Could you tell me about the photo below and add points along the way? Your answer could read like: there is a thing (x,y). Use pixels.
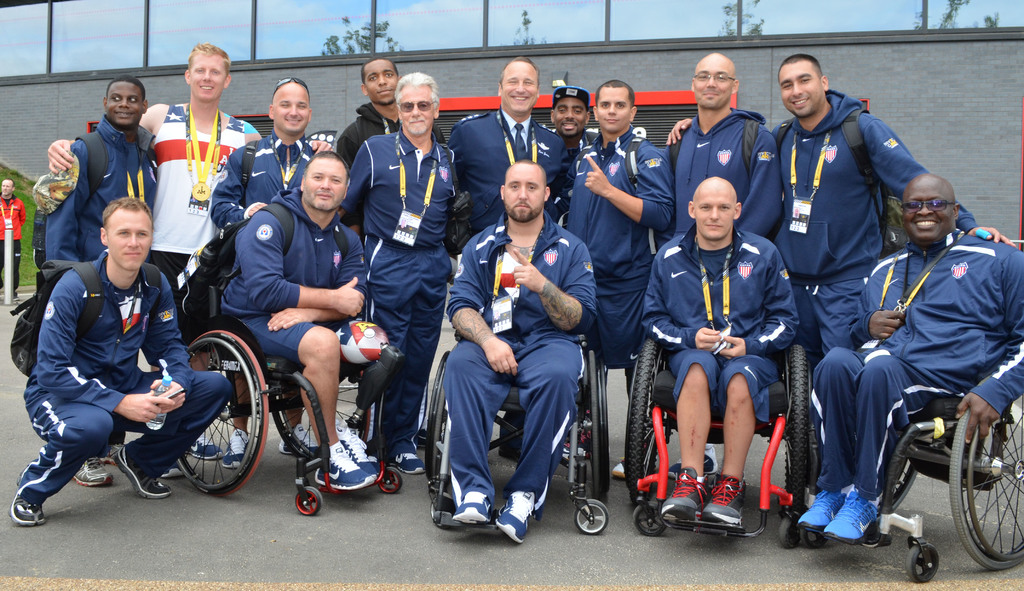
In this image I can see group of people (937,335), some are sitting and some are standing and they are wearing blue color dresses (418,352). Background (17,112) I can see few other persons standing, few glass windows (335,48) and the building (899,84) is in gray color.
